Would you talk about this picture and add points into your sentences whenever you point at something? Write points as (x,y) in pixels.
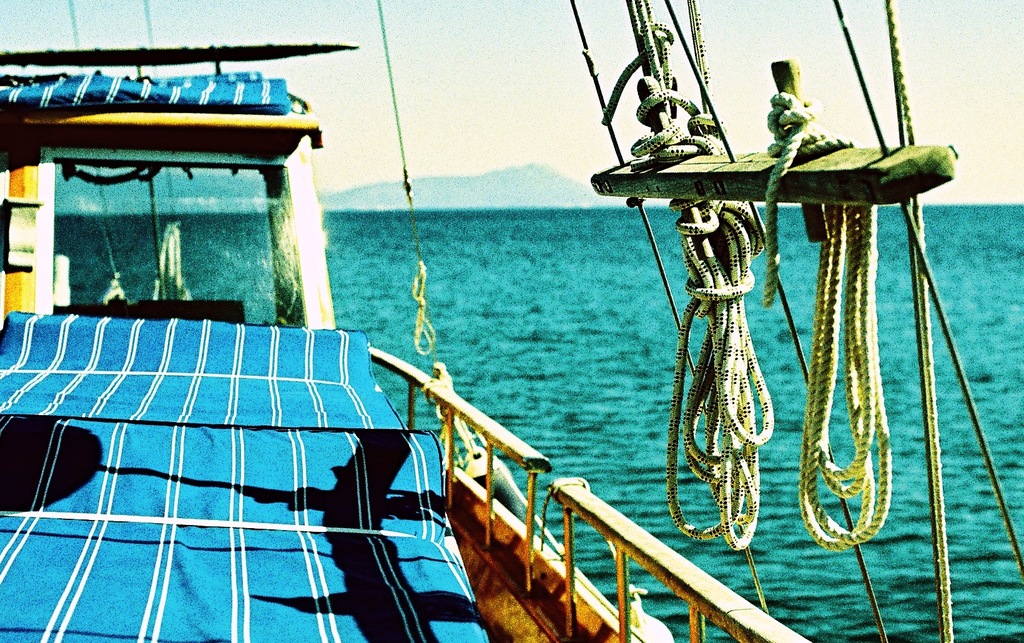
In this picture we can see a ship (74,412) on water (982,274), threads (706,357) and in the background (558,179) we can see mountains (526,179), sky (580,135).
